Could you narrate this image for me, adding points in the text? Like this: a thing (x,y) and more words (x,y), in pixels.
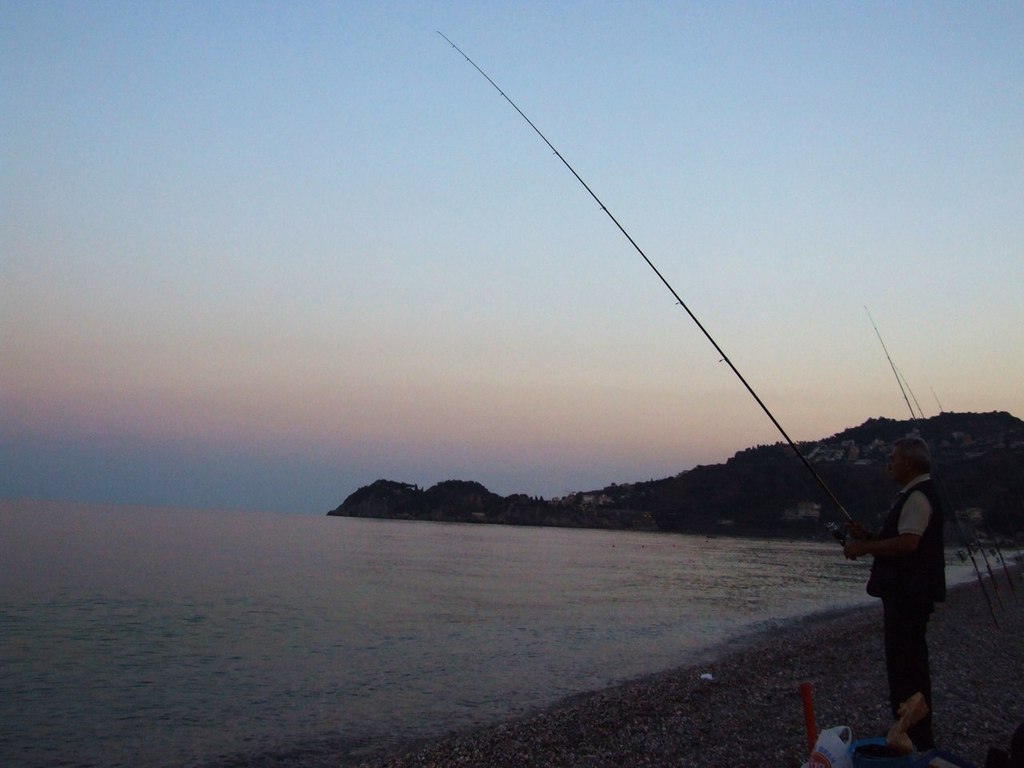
In this image there is a person (907,557) holding a stick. He is standing on the land (821,711) having a bag (837,748). Right side (995,461) there is a hill (793,469) having trees (793,469). Left side (25,576) there is water (42,647). Top of the image (120,239) there is sky (382,320).
